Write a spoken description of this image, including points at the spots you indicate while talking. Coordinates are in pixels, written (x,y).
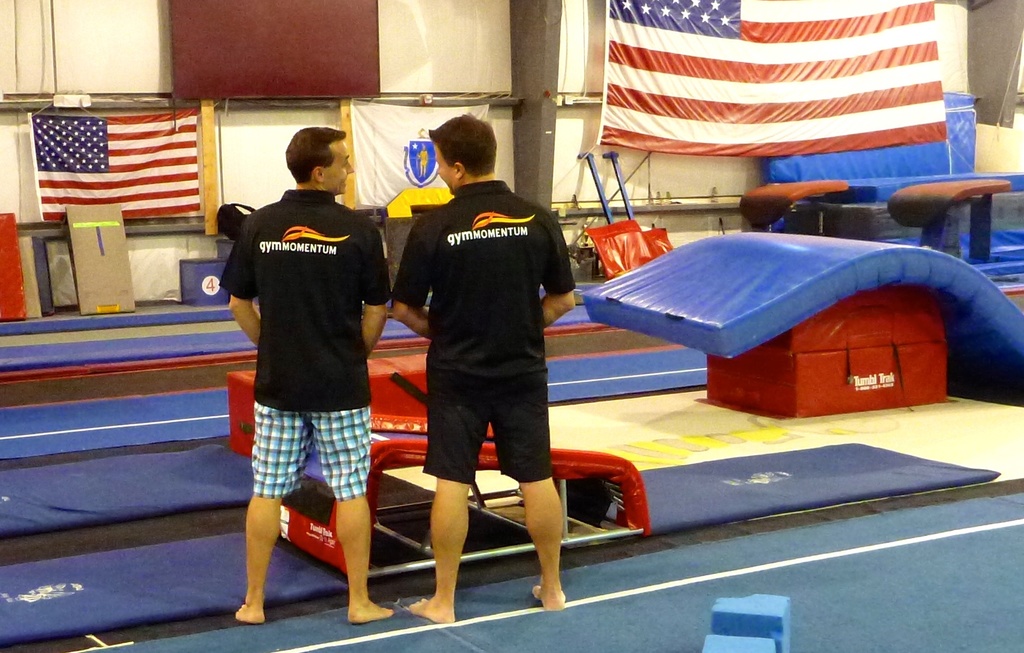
In the image in the center (455,328) we can see two persons (294,336) were standing and they were wearing black color t shirt (483,318). In the background (574,61) there is a wall (102,44), red box (910,347), pole (524,4), bed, flags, stools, rods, boards (235,77), carpets (99,492) and few other objects (600,473).
